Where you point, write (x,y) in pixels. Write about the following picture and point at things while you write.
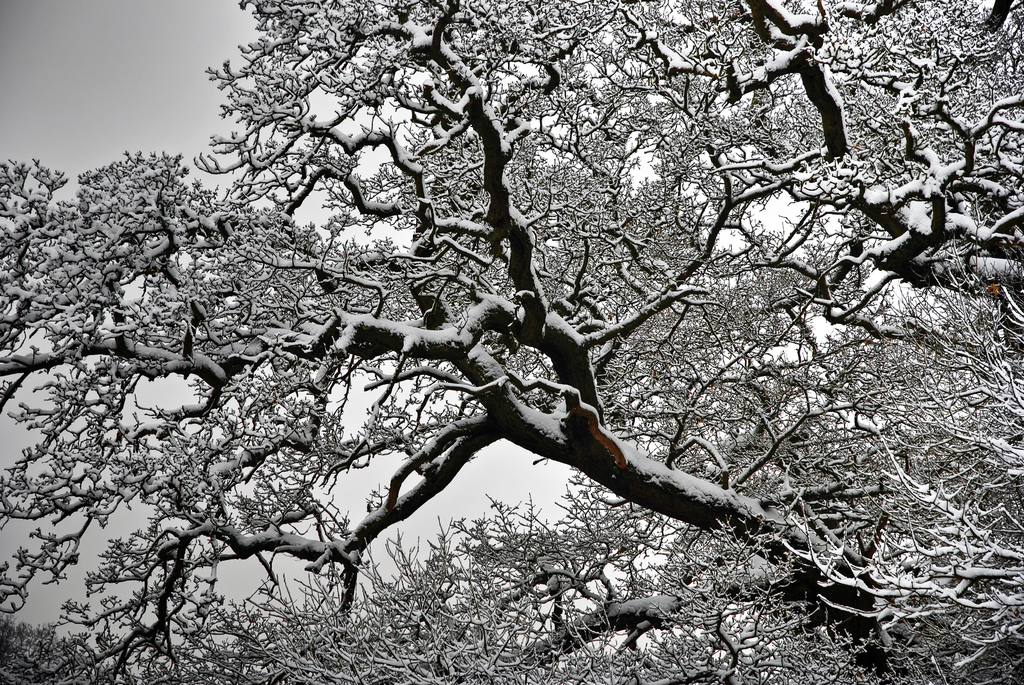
In this image we can see the black and white picture and there are trees (523,178) and the sky (202,73).
